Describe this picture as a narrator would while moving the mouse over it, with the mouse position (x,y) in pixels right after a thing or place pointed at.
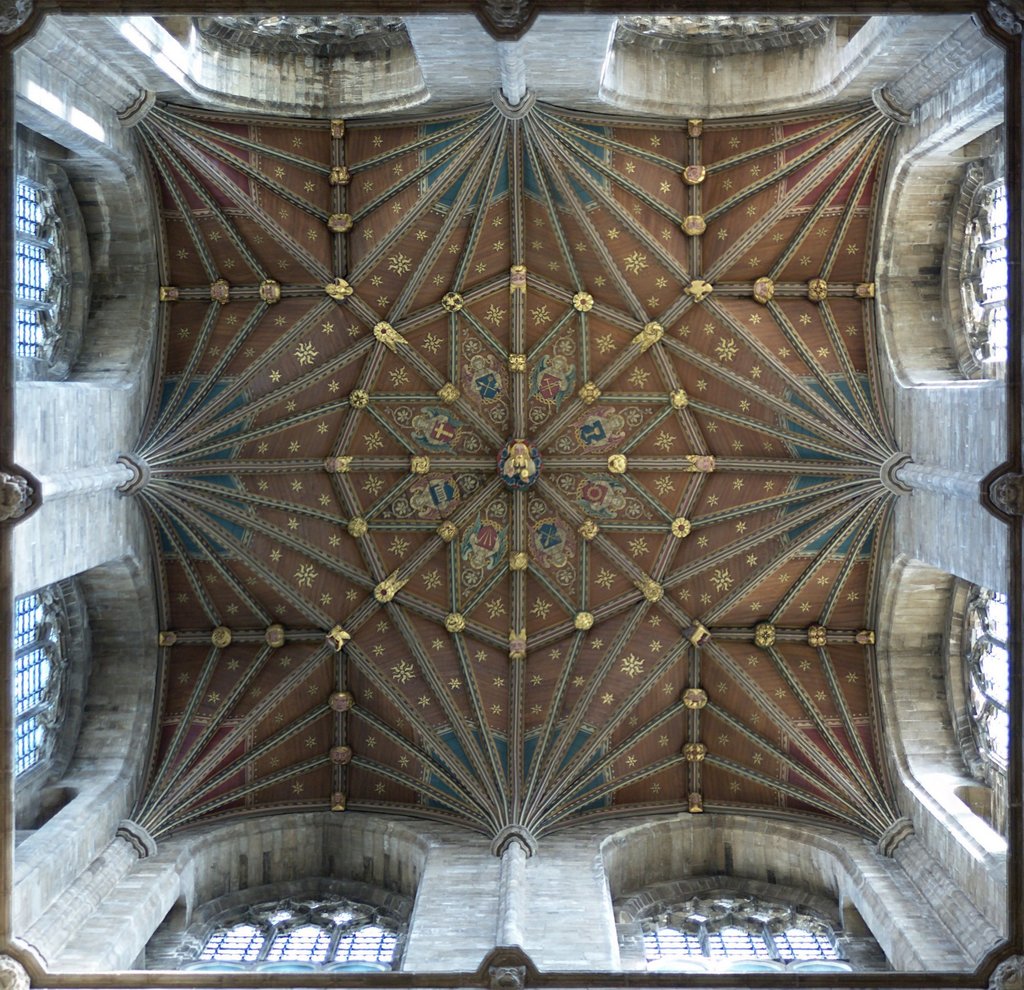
In this image we can see an inside view of a building (485,933), in which we can see some windows (341,910), pillars (501,927) and the roof (620,433).
